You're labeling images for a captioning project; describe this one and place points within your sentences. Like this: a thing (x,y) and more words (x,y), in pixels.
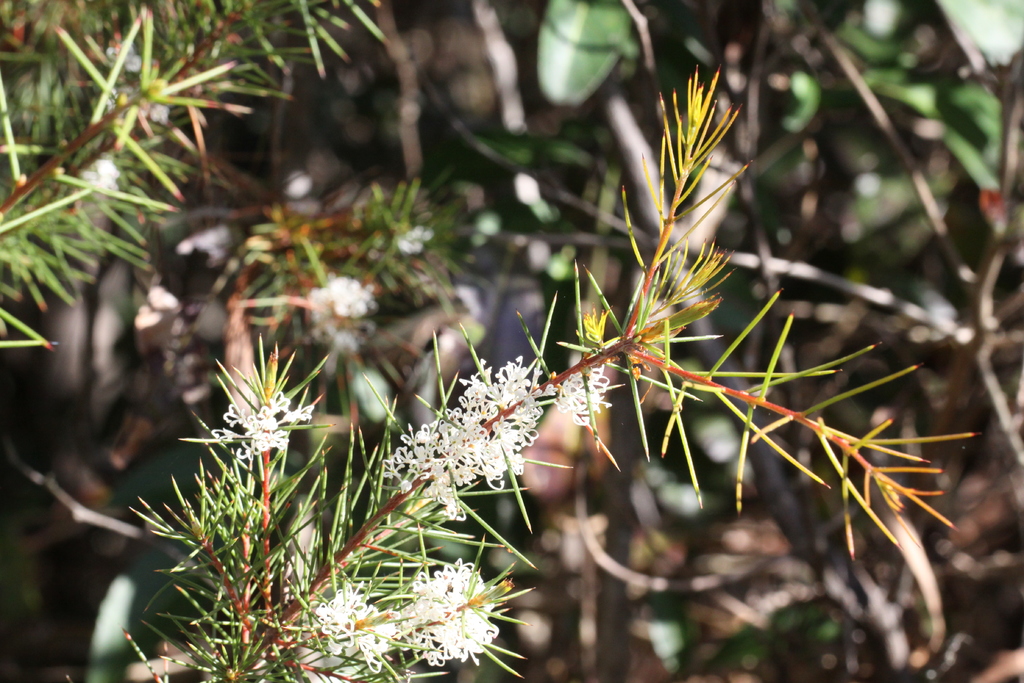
In this image I can see some white color flowers (424,492) to the plants (373,610). In the background (574,474) I can see few more plants (23,252) but it is blurry.
